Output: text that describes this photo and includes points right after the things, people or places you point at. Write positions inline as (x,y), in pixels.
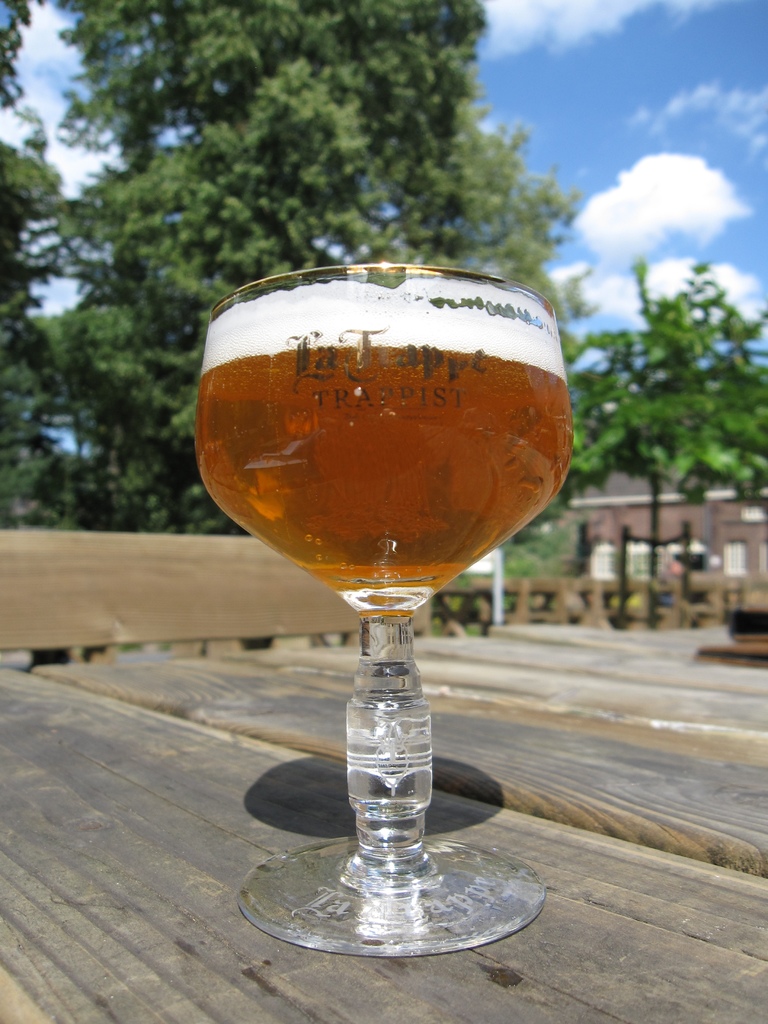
In this image, we can see a glass (385,899) with some liquid (384,292) is placed on the wooden surface (637,798). We can also see a building (609,488). We can see some trees (637,392) and the sky (667,178) with clouds (741,199).
